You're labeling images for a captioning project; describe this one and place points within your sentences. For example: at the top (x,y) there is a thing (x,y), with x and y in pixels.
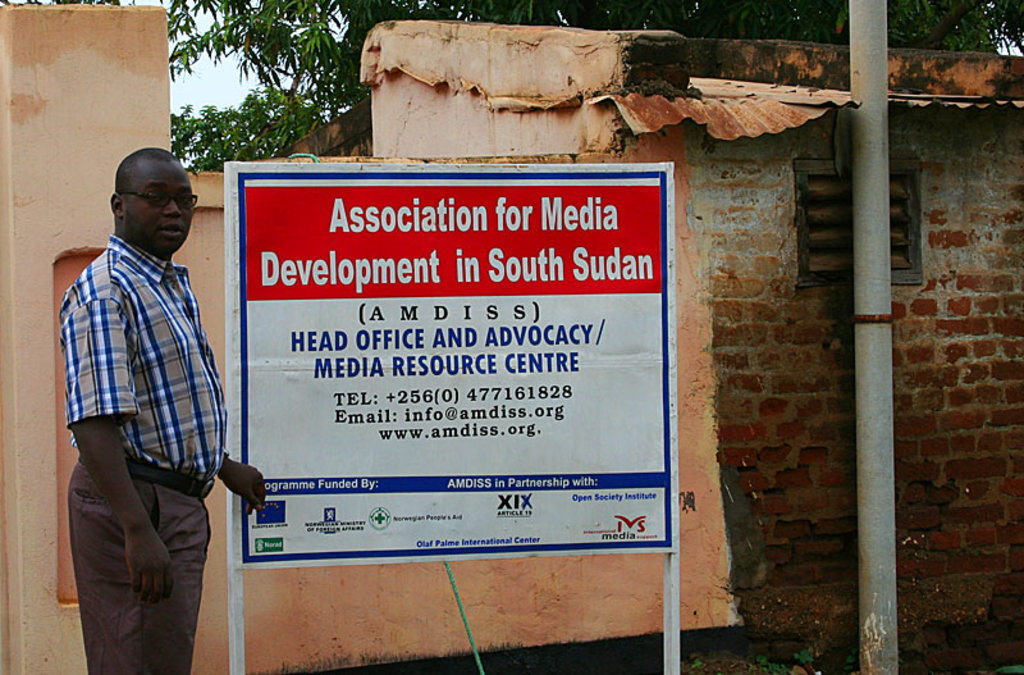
There is a person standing near a notice board (392,339) in the foreground area of the image (530,341), it seems like a house (600,154), pipe (890,395), trees (729,6) and the sky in the background (263,28).
